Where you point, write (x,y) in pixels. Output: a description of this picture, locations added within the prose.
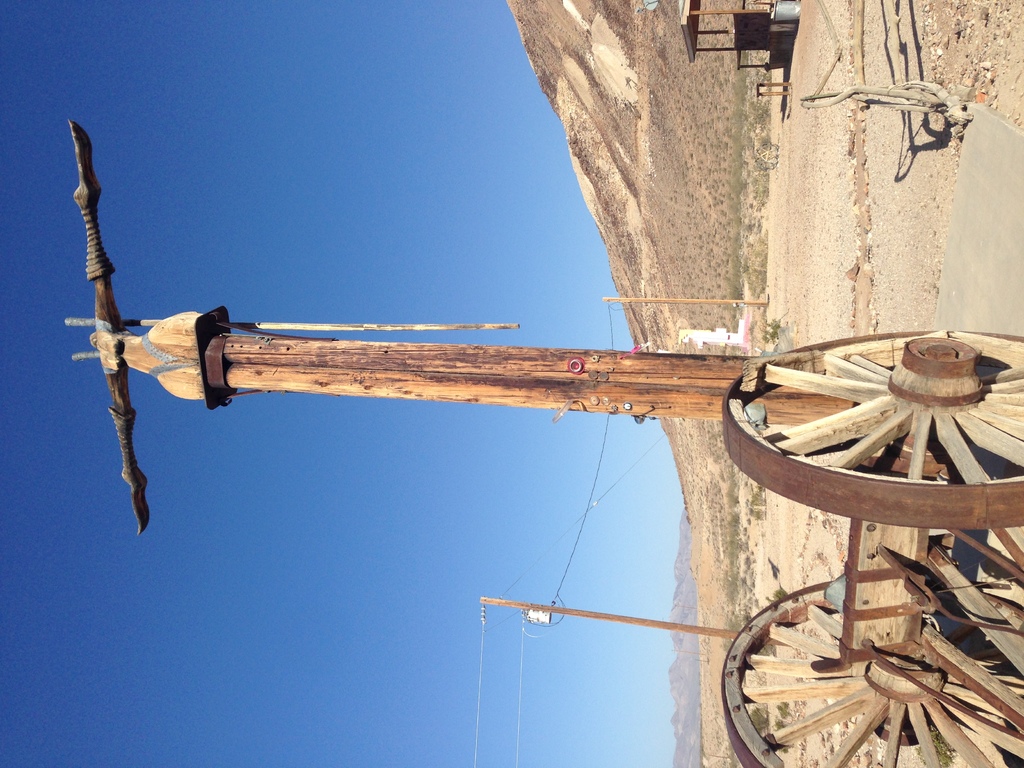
On the right (908,521) there are wheels (889,512) of a cart (922,439). In the center (498,371) there is a pole (611,391). In the background (714,222) there are poles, cables (666,437), hills (671,142), shrubs (737,93), rope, a small construction (770,11) and other objects (696,343). Sky (362,82) is sunny.
